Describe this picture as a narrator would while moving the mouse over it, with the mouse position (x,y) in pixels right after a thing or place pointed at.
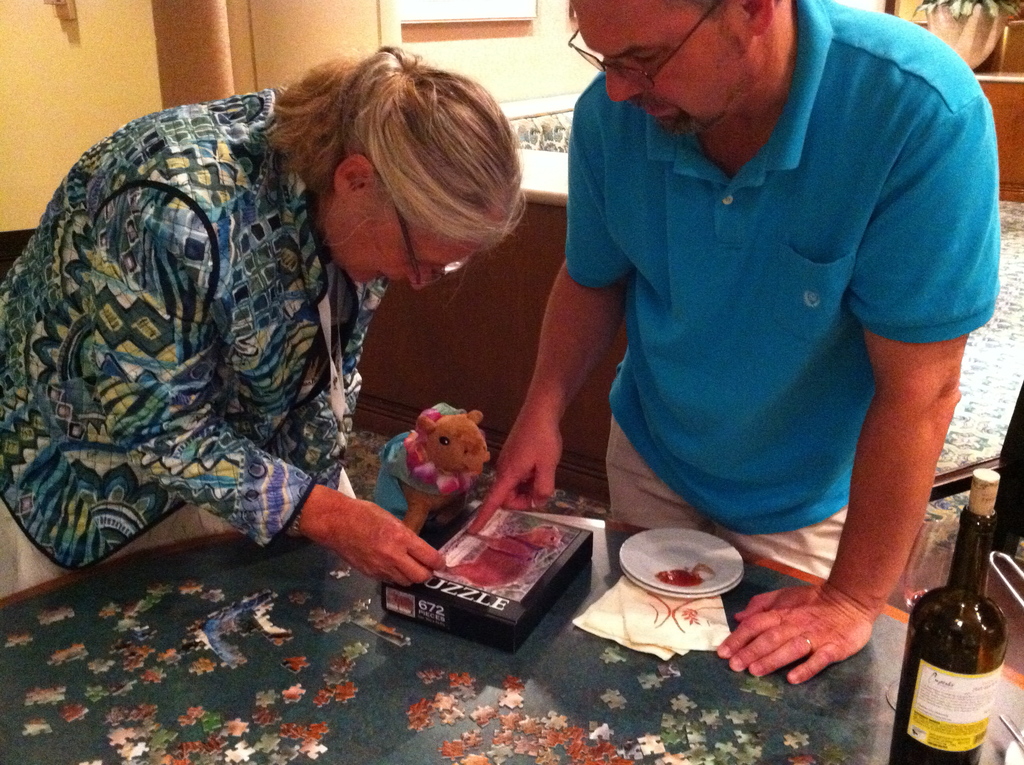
In this image we can see two people (514,477) standing at the table (462,671), there we can also see the bottle (949,690), plates (723,568), papers (637,622), jam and a box (461,570) on the table (706,671). There in the background (982,43) we can see a flower pot (967,38) on the table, pillar (221,69) and a wall (121,25).
